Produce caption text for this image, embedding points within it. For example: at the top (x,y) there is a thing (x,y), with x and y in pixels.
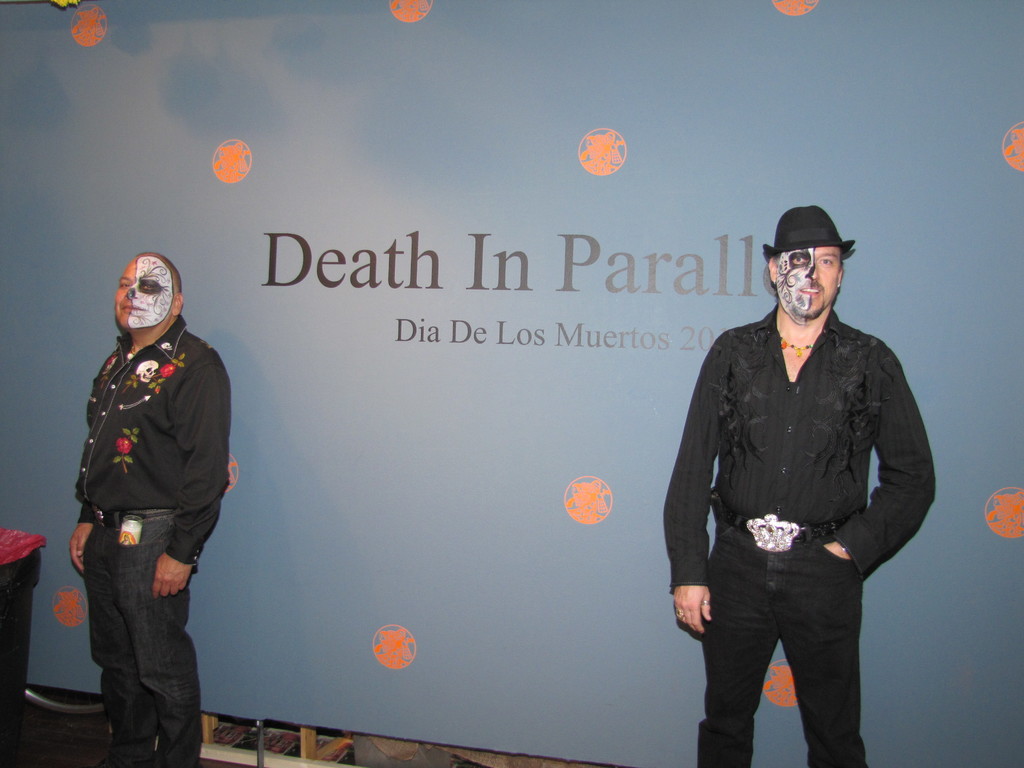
In this image I can see two men (813,256) are standing, I can see both of them wearing black colour dress (103,656) and he is wearing a hat (786,227). I can also see face painting (791,273) on their faces (827,267) and in the background (724,308) I can see something is written.
